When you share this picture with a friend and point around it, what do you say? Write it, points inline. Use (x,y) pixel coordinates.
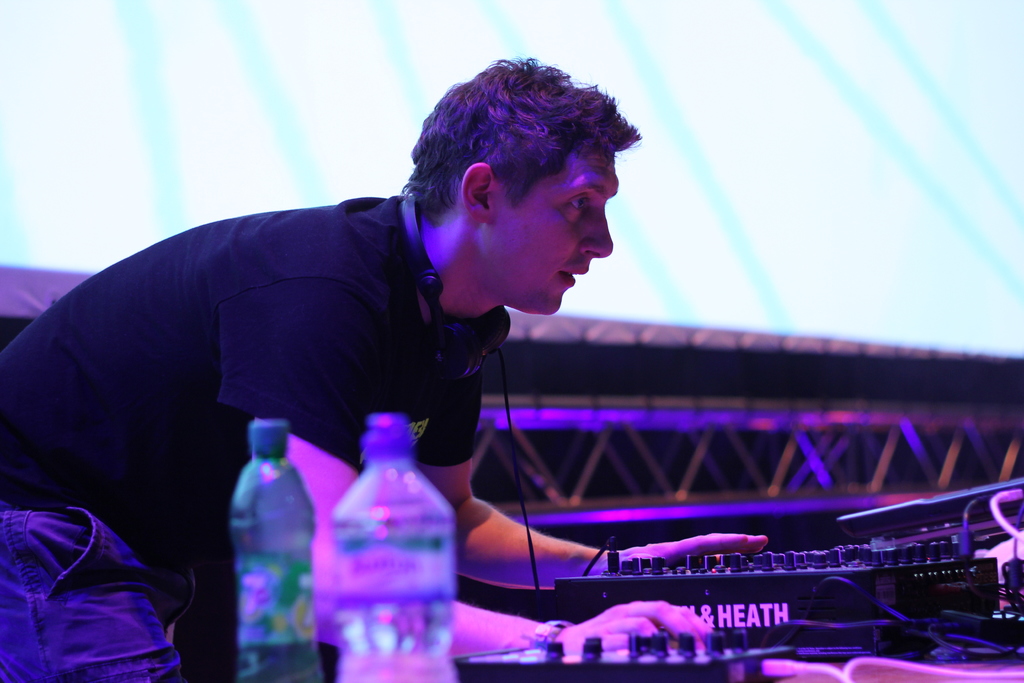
A man (318,314) is bending over a table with some electronic apparatus (816,578) on it.
